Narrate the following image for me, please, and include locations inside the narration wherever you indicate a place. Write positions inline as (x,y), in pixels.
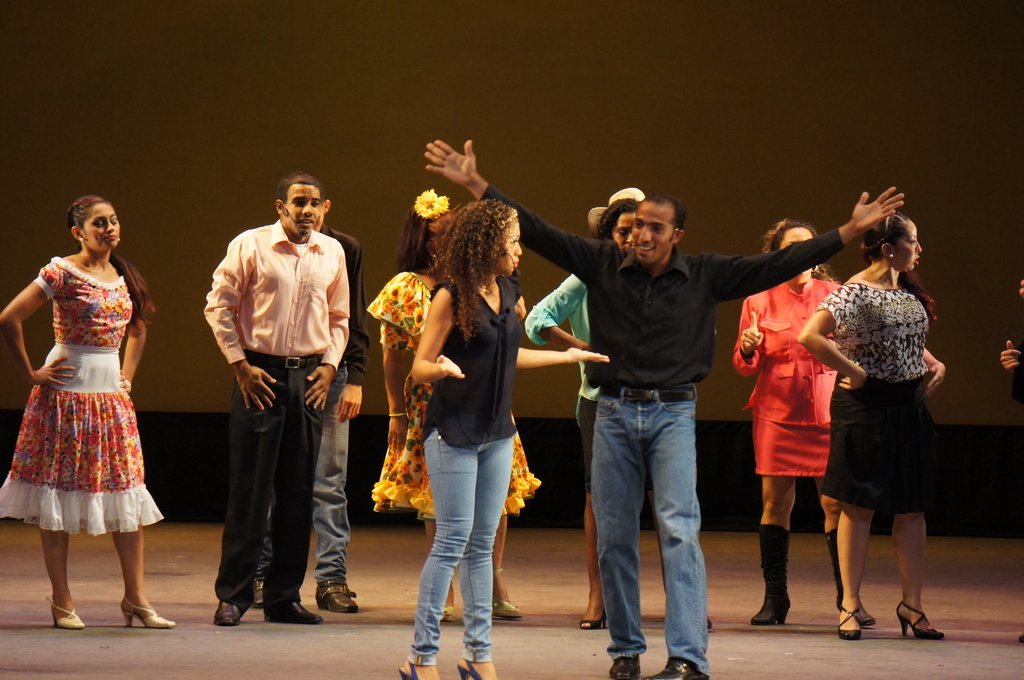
In the front of the image (437,527) I can see people (437,526). In the background (362,234) it is dark.
